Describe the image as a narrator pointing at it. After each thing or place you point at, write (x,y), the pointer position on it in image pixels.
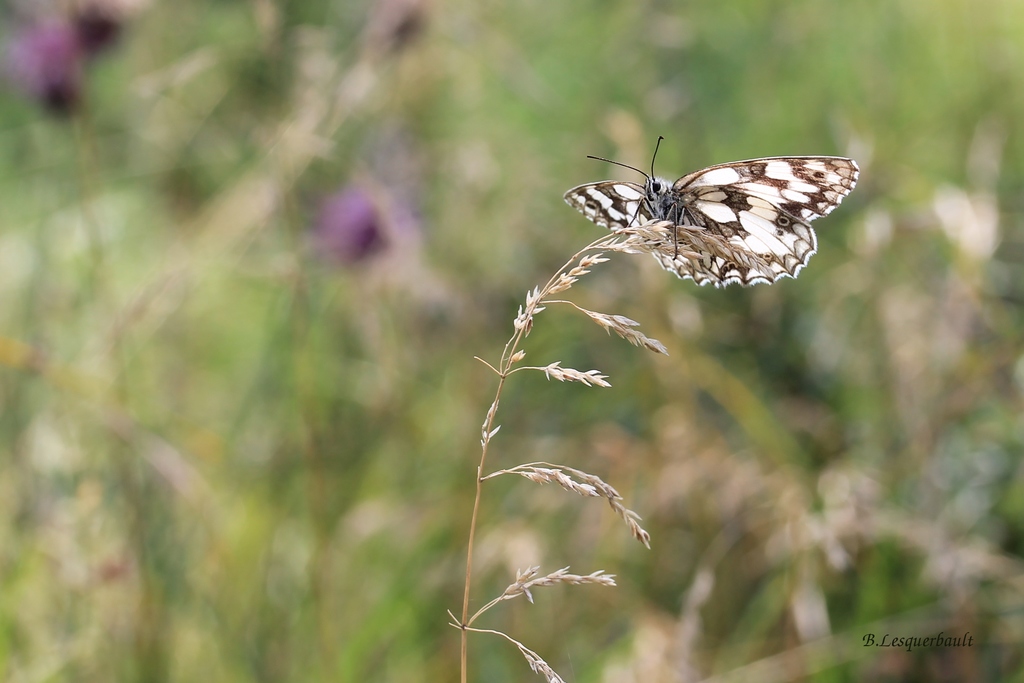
We can see butterfly (726,211) on plant (636,227). On the background (342,169) it is blur.
